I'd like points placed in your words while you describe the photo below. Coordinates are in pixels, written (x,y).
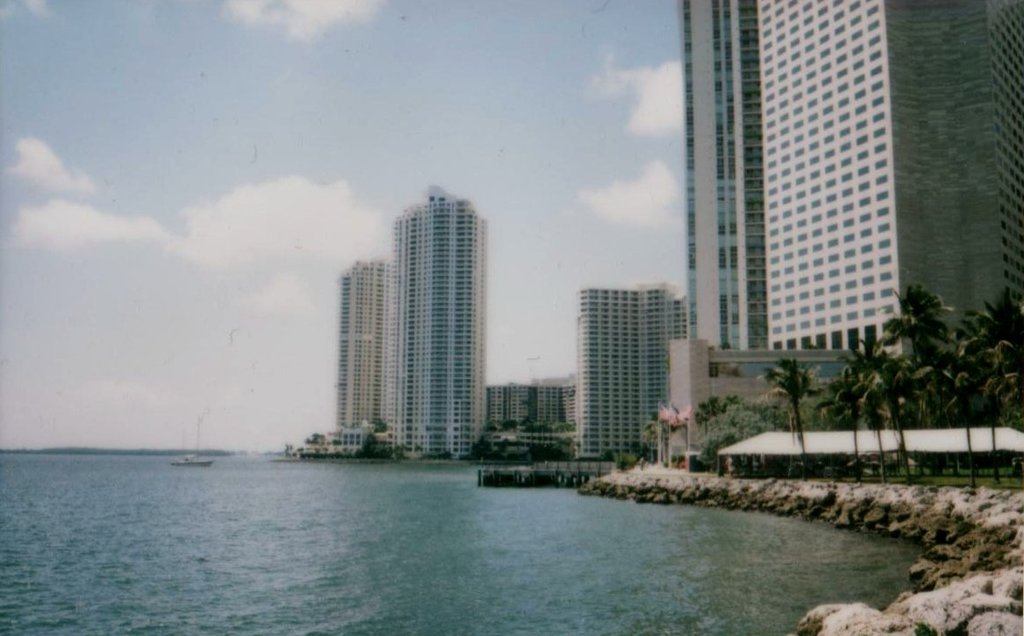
In this image, we can see buildings (353,416), trees (974,471), hut (966,439), stones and plants (607,454). At the bottom (175,461), we can see a boat (198,463) sailing on the water (252,490). Background (563,132) there is the sky (438,172).
